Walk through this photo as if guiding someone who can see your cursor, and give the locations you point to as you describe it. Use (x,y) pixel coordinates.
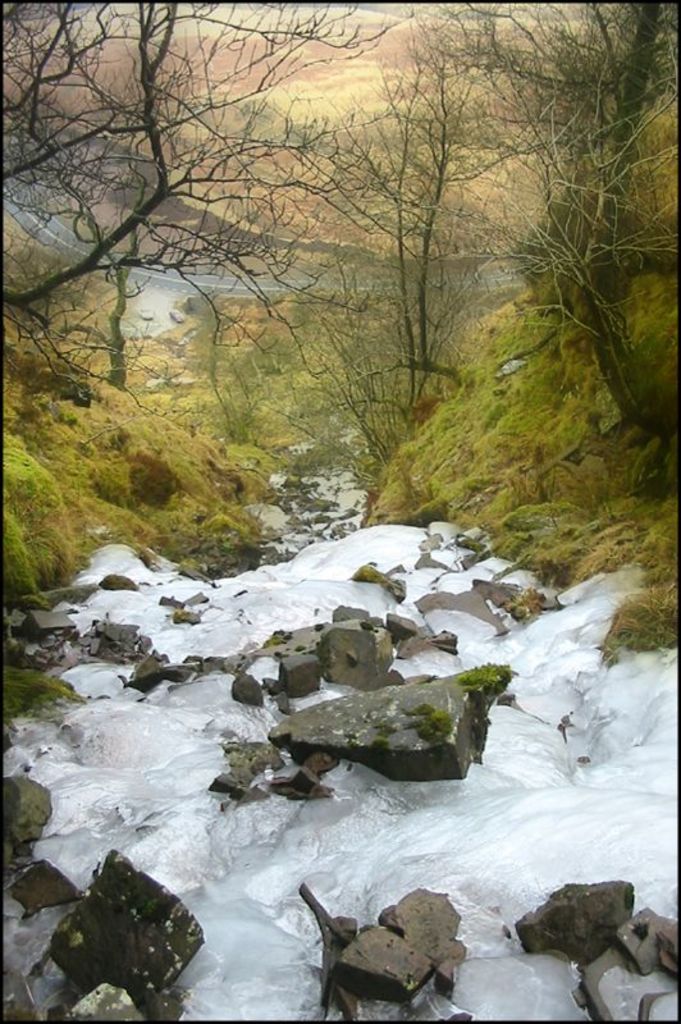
In this picture we can see water (349,788), some stones (480,757), grass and in the background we can see trees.
